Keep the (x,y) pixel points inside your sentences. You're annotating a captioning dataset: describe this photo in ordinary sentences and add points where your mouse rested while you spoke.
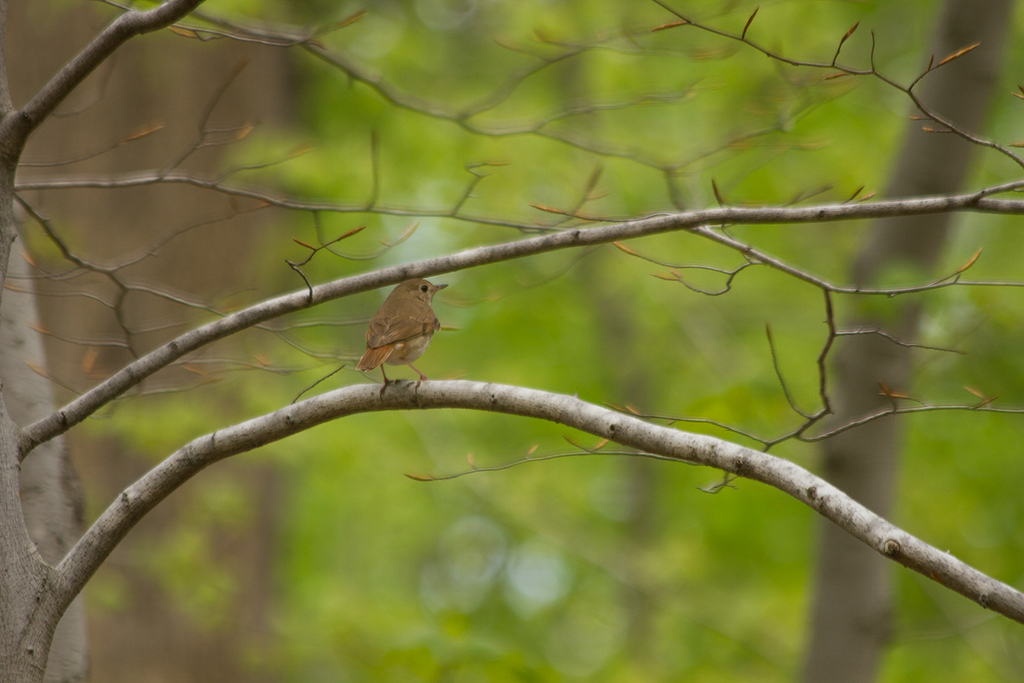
In this picture I can see a bird (411,345) on the stem (451,394), side there are some tree trunks (47,366).
